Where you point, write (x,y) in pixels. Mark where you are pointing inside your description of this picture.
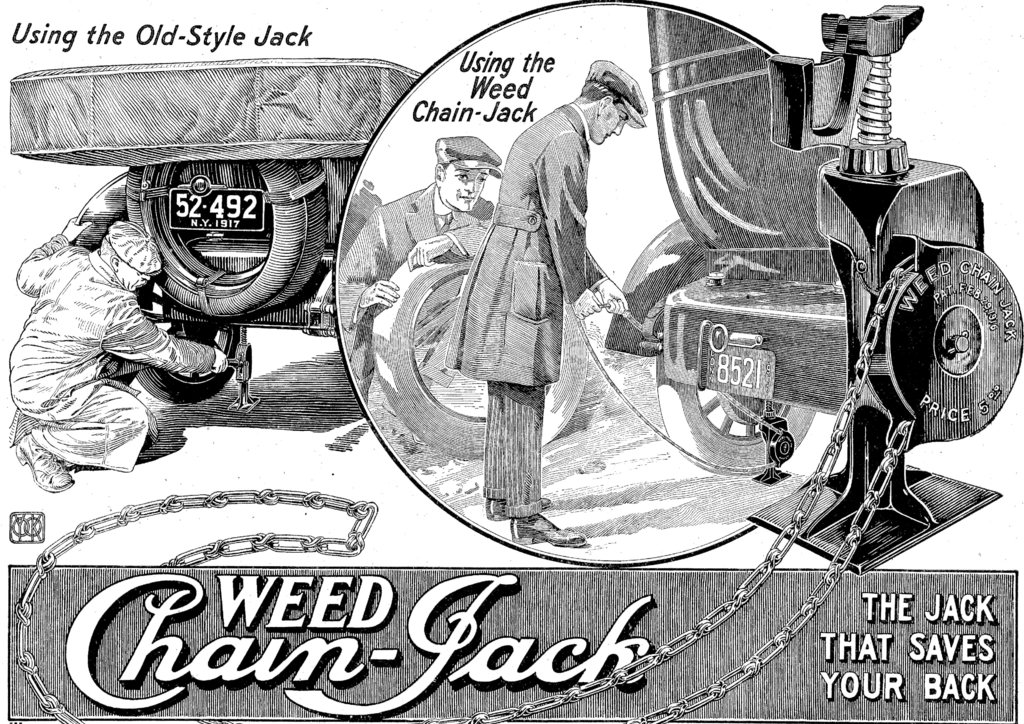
This might be a poster, in this image there is text (240,574) and one person (162,344) and it seems that the person (96,299) is repairing the vehicle (195,321). In the center (441,353) there is some circle (618,37), on the circle (631,37) there are two persons (494,230) and vehicle (701,199) and also we could see some text (536,685). On the right side (901,460) there is some machine (872,251) and chains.
